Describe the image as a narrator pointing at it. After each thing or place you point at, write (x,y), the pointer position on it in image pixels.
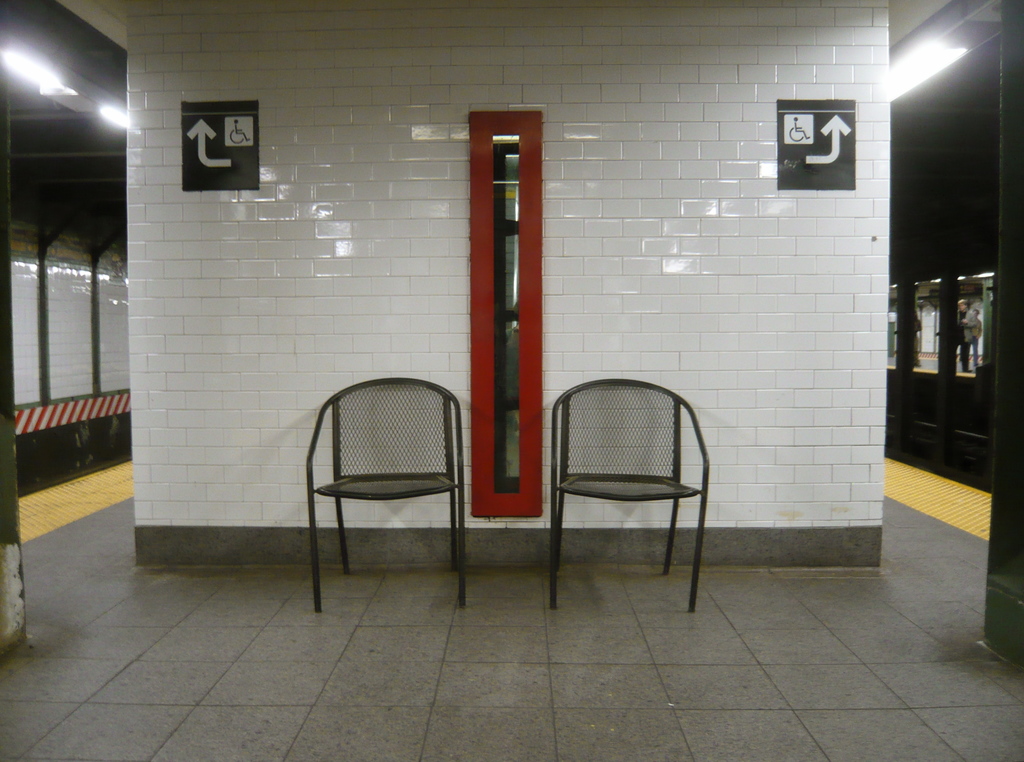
There are two chairs (460,562) on the floor (434,600) at the wall (596,377) and there are two sign boards (195,149) and an object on the wall (742,328). On the right (959,370) there are few persons (961,350) standing on a platform (976,366) and there are lights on the roof top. On the left (36,353) we can see lights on the roof top (34,98) and wall (62,278).
